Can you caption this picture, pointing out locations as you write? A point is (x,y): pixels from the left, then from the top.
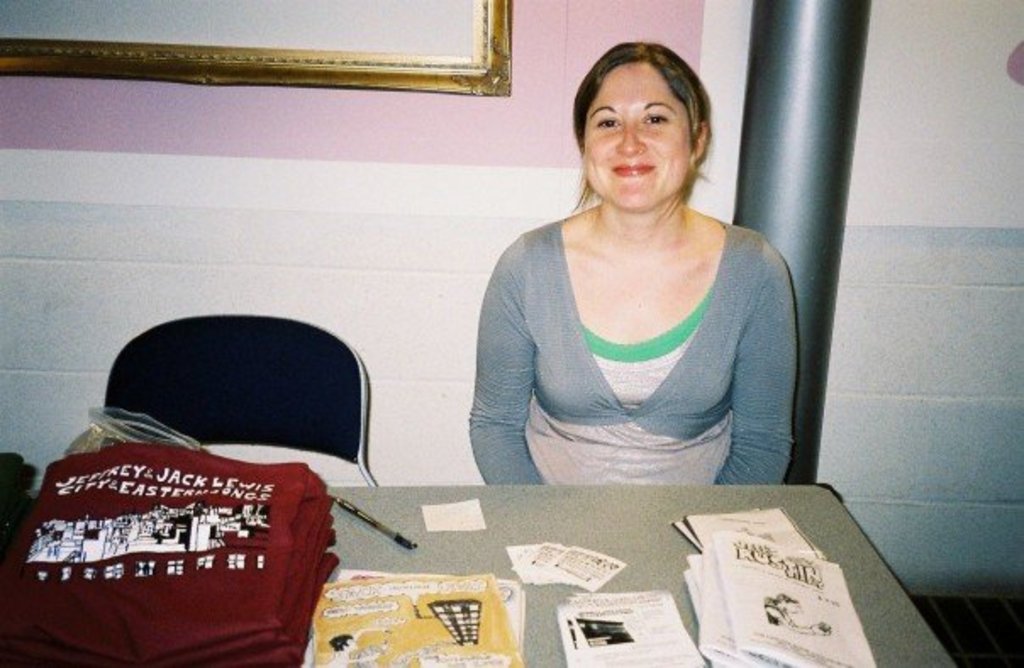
In this image in the foreground (628,285) there is one woman (643,387) who is sitting on a chair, in front of her there is one table (807,526). On the table (390,517) there are some papers (510,614), books (341,626), pen (392,532) and some clothes (257,506) beside her there is one chair (236,381). In the background (303,80) there is a mirror (128,23) and a pole (816,286).
